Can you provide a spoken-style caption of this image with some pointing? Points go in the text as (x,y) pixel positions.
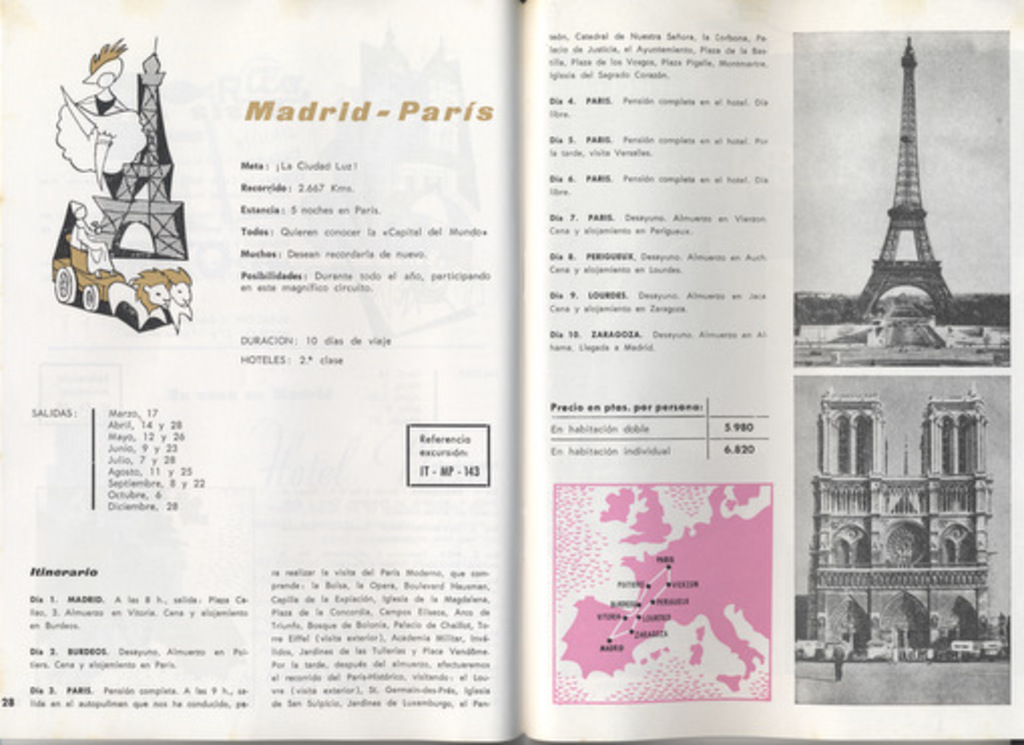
In this image there is an open book (247,421) with some images (925,550) and text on it.
